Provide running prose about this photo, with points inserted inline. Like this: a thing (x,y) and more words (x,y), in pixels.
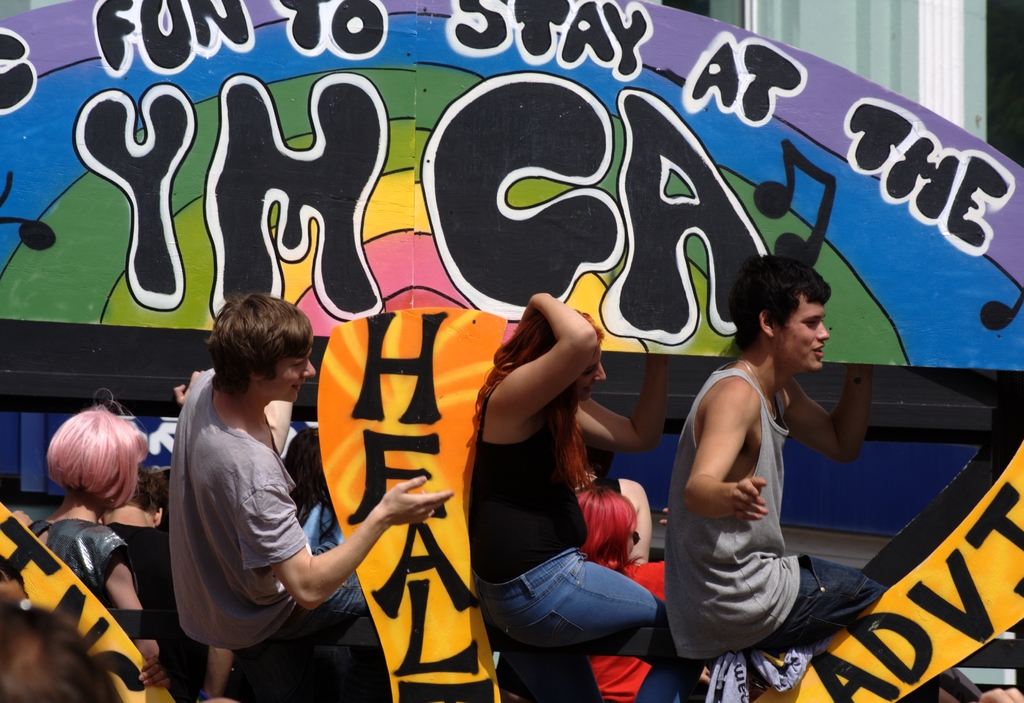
In this image I can see there are few persons (658,384) visible in front of the colorful hoarding board (693,95).
